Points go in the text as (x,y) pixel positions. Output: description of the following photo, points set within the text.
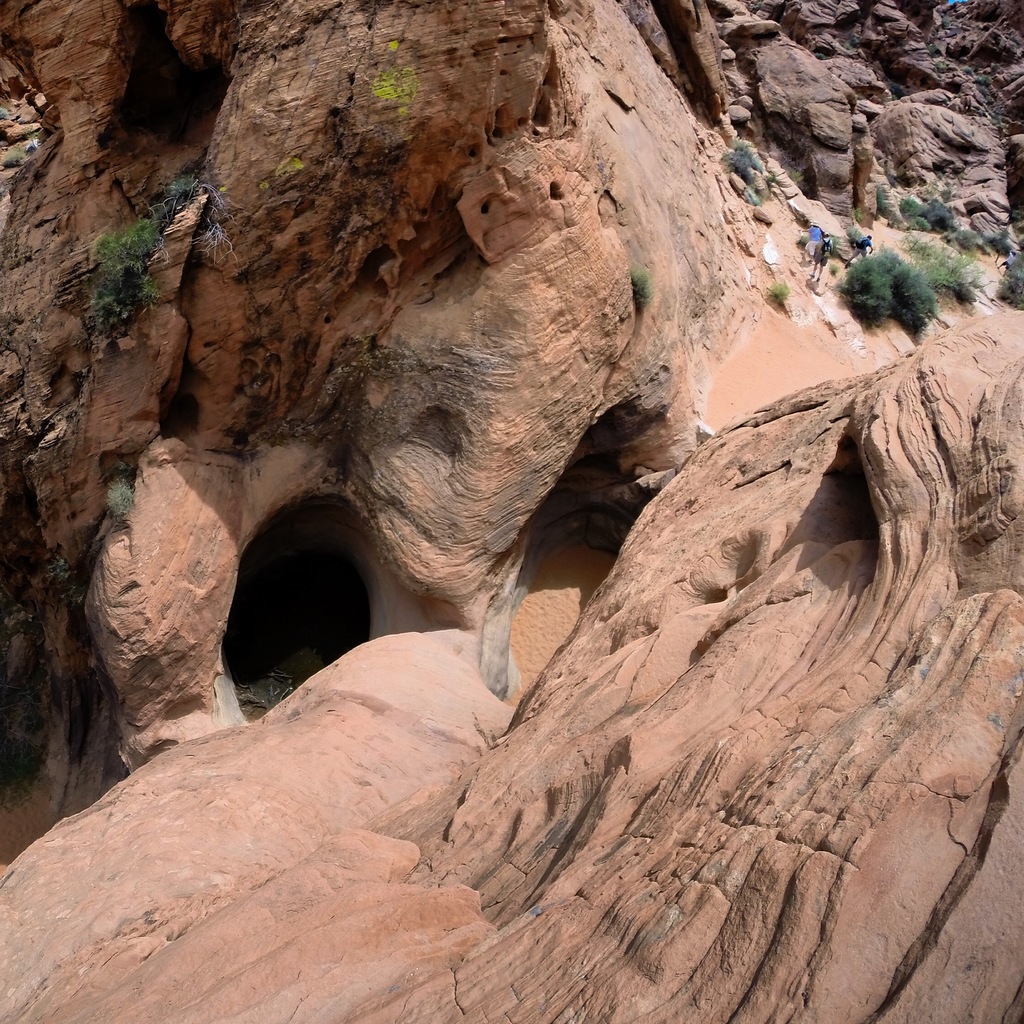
There are rocks (463,345). On the rocks (287,230) there are few plants (849,284). On the right side (824,257) we can see a person (866,246) and other persons (867,240).
